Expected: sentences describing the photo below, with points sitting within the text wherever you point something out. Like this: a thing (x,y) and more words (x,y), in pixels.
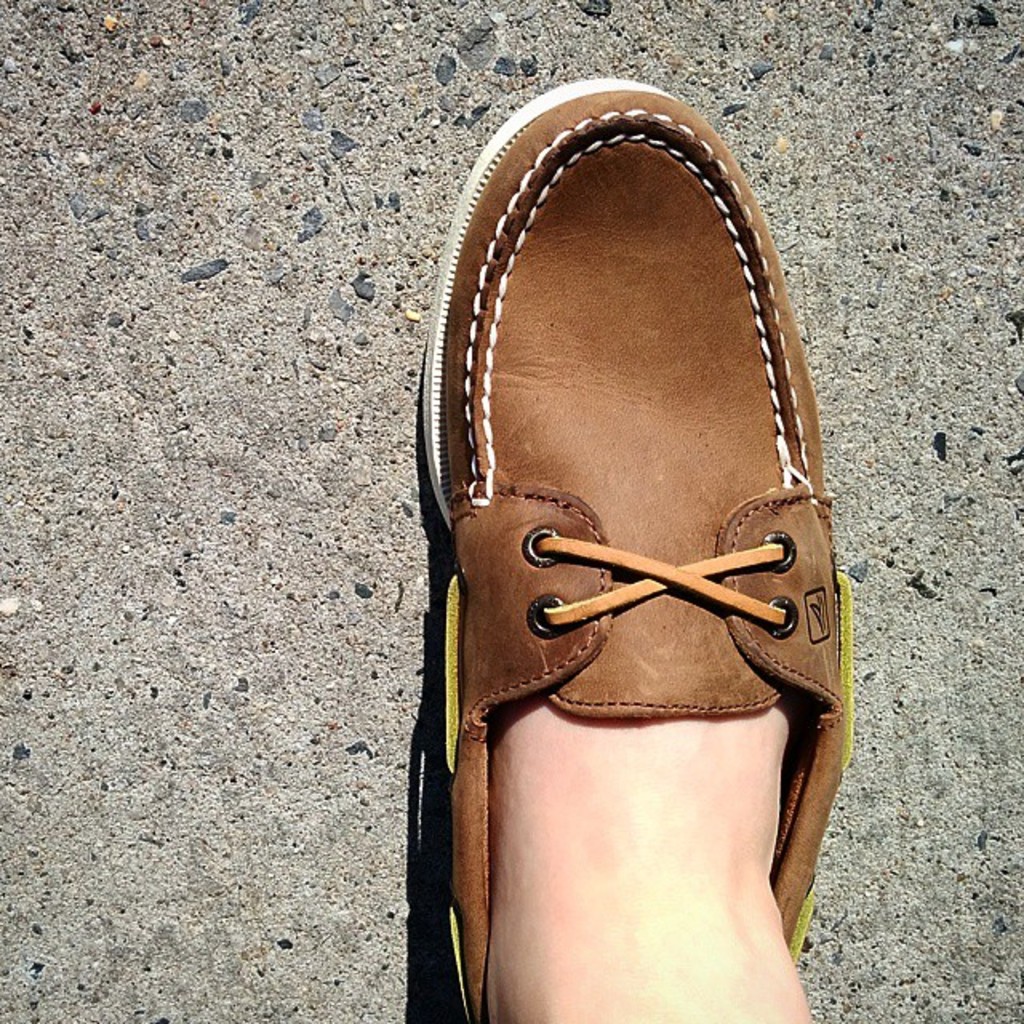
In this image we can see a person's leg (626,739) with the shoe (575,315) on the ground (416,326).
